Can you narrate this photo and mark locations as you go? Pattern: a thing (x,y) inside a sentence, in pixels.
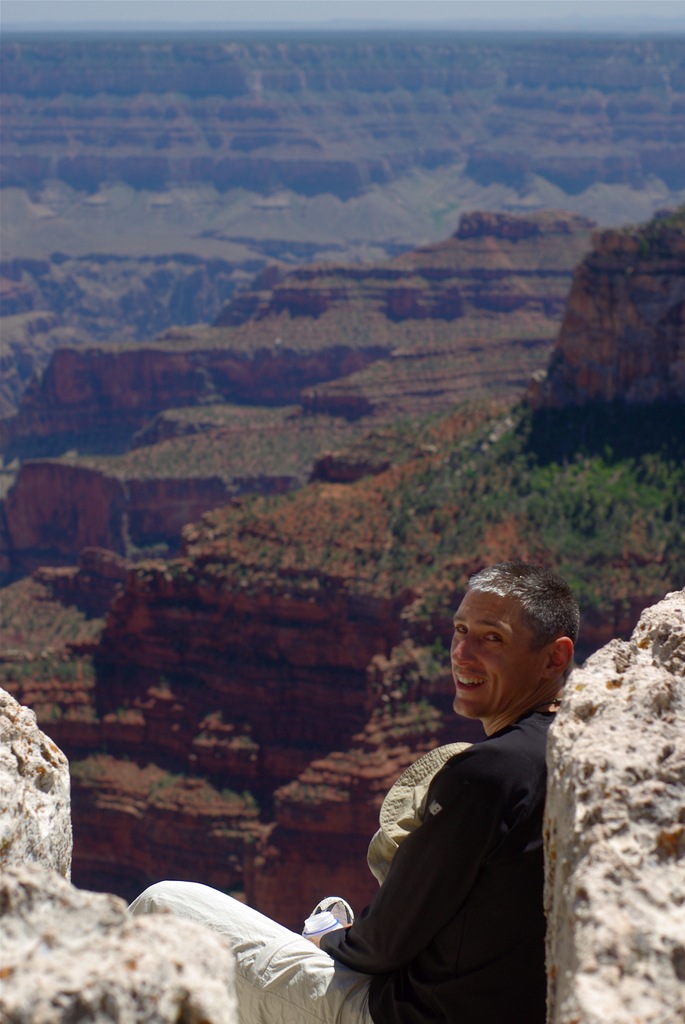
In this picture there is a man (560,629) who is wearing black t-shirt (446,900), trouser (236,958) and shoe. He is holding a water bottle (330,923) and hat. He is smiling. He is sitting near to the stones (574,936). In the background (306,93) we can see the mountains (275,308). On the right (640,462) we can see the plants (486,513).
